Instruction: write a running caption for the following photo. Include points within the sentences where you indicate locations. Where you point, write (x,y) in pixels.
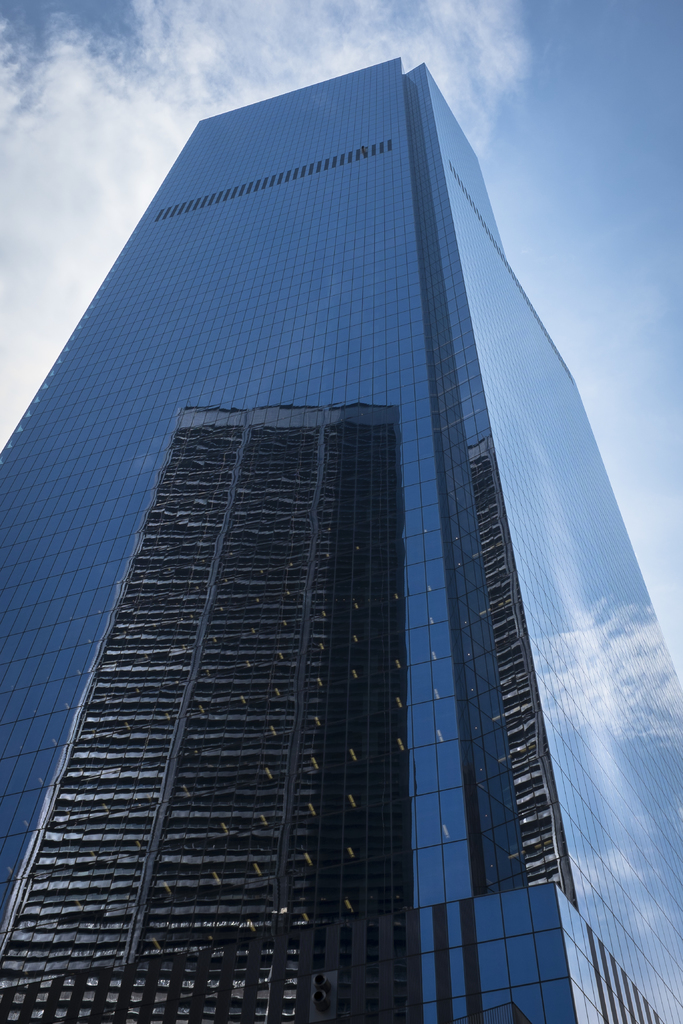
In this image we can see a skyscraper (334,461) and sky (252,59) with clouds (166,164) in the background (604,340).
